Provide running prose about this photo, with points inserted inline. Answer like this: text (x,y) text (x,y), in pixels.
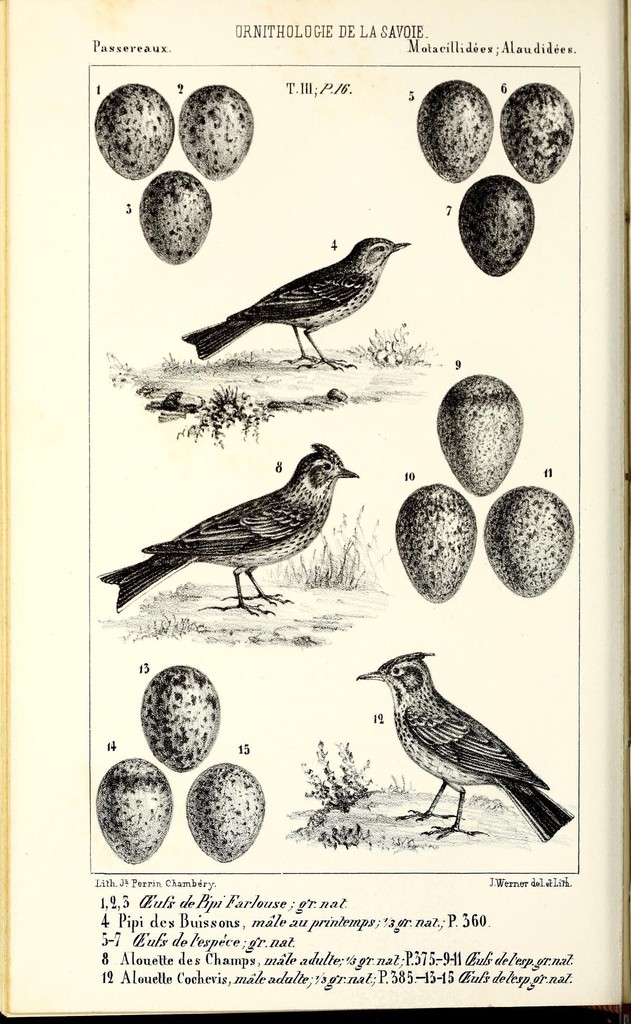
In the image there is a picture of a paper (518,974) with birds (143,578) and eggs (448,512) print on it, on the bottom (294,945) there is some printed text (143,954) on the page (61,931).
